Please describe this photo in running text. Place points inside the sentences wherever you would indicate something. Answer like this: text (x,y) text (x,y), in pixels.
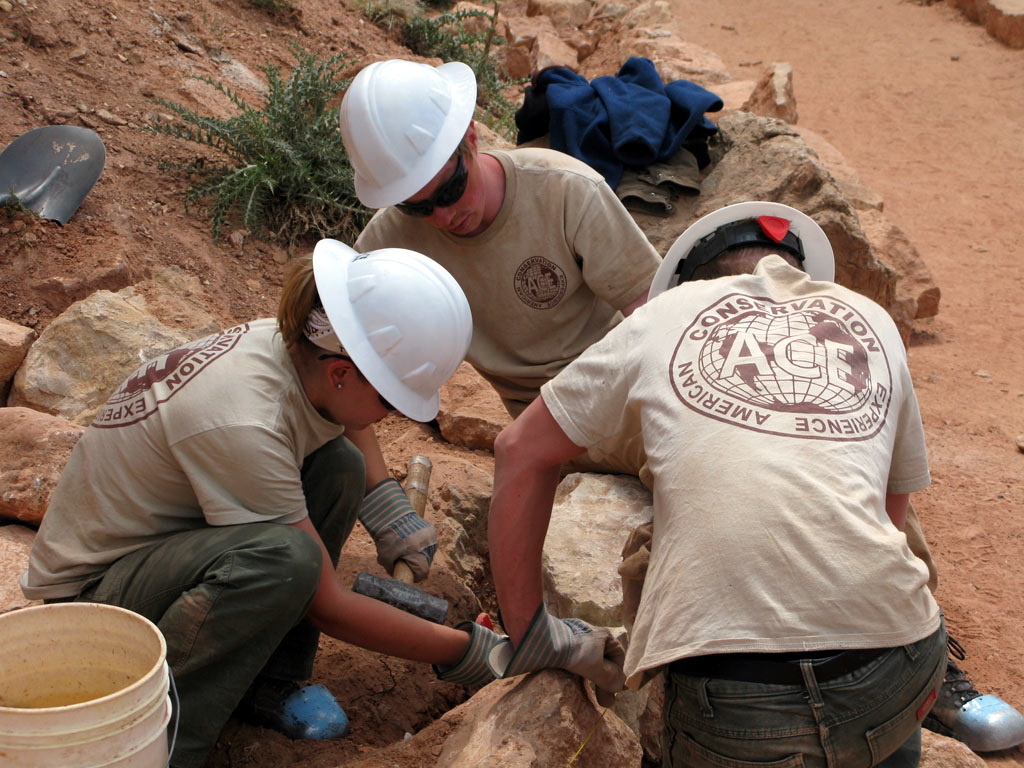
In this image I can see few people (547,456) wearing the ash and grey color dresses (207,395). These people (432,403) are holding the rocks (564,542). To the left (109,657) I can see the bucket (128,683). In the back (307,124) there are plants (327,141) and the clothes (572,135).
